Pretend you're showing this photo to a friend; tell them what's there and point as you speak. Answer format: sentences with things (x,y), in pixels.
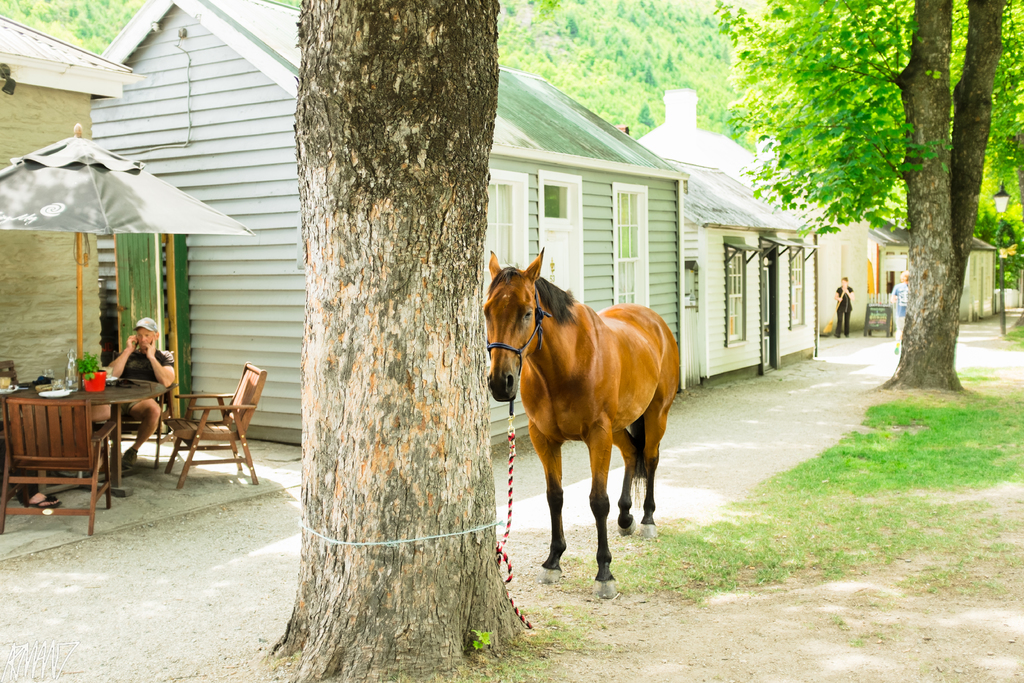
In the center (614,407) we can see the horse (590,374) tied to the tree (456,420). On the left side (162,378) we can see one man (147,361) sitting on the chair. In front of him we can see the table (110,400). And coming to the background (743,235) we can see the building (683,259) and two persons (837,299) and some trees (917,182).
